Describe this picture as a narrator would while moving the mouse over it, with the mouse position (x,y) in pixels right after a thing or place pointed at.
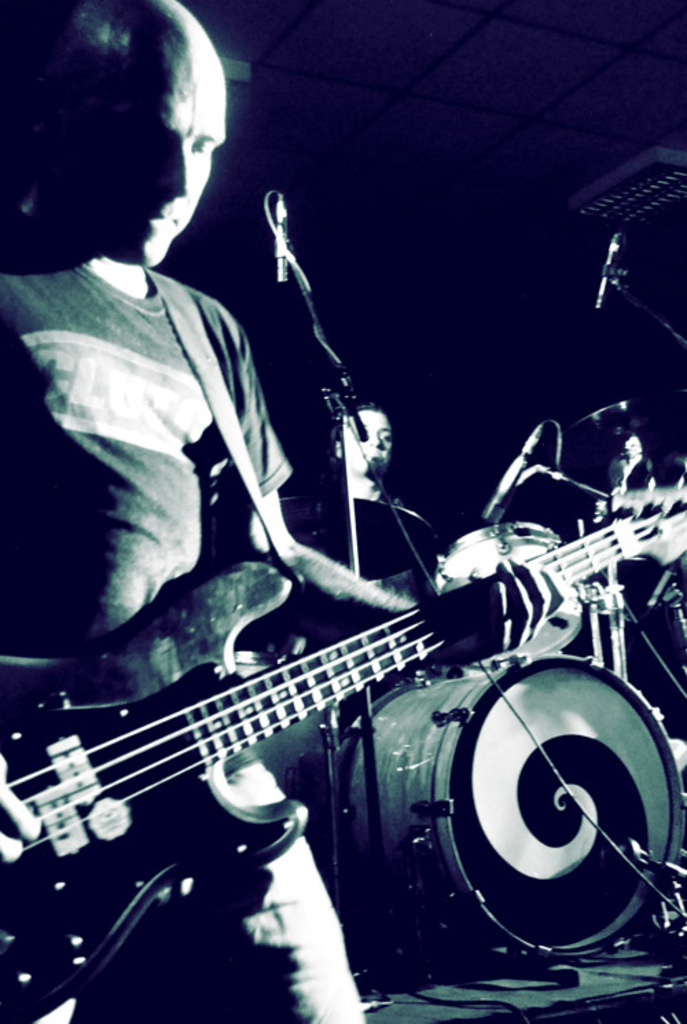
In this image i can see a man (158,310) stand, holding a guitar (186,643). on his hand (513,582) there are some musical instruments (513,732) kept on the right side (668,752). Back side of the scene there is a man (359,456) near to the mike (352,514).
